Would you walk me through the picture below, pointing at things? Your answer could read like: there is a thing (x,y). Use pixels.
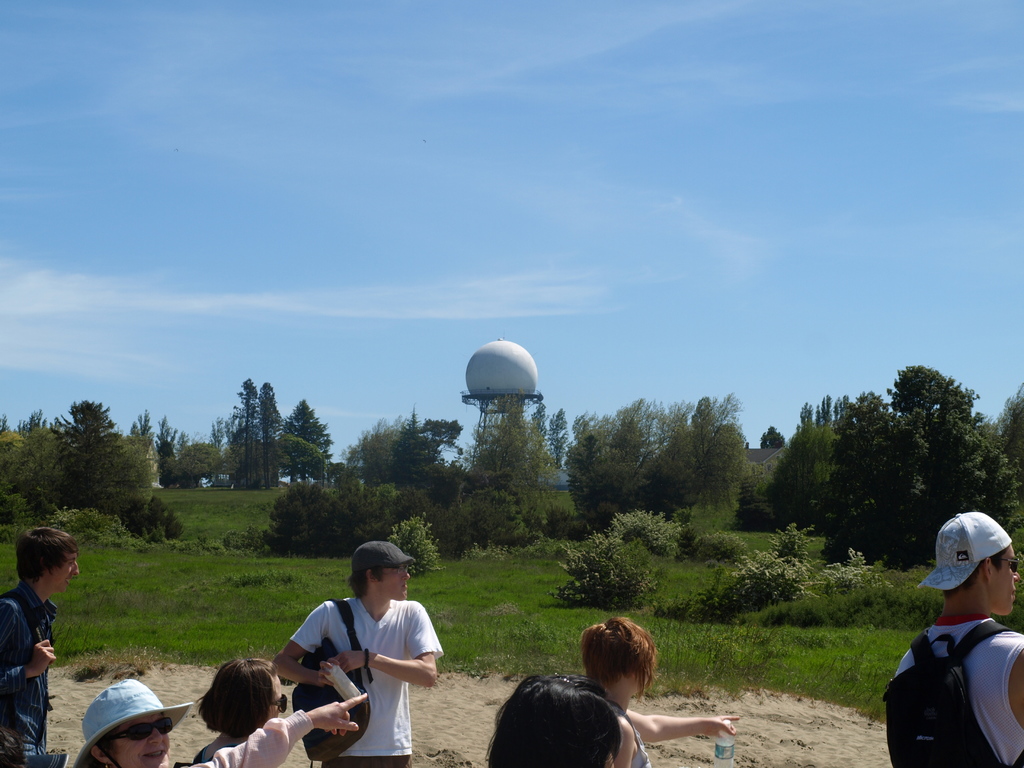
This picture shows few trees (643,451) and we see grass (438,597) on the ground (415,579) and few plants (711,559) and we see few people (1001,706) standing and few of them wore caps (956,565) on their heads (105,747) and we see a tower (468,404) and a blue cloudy sky (442,217).
